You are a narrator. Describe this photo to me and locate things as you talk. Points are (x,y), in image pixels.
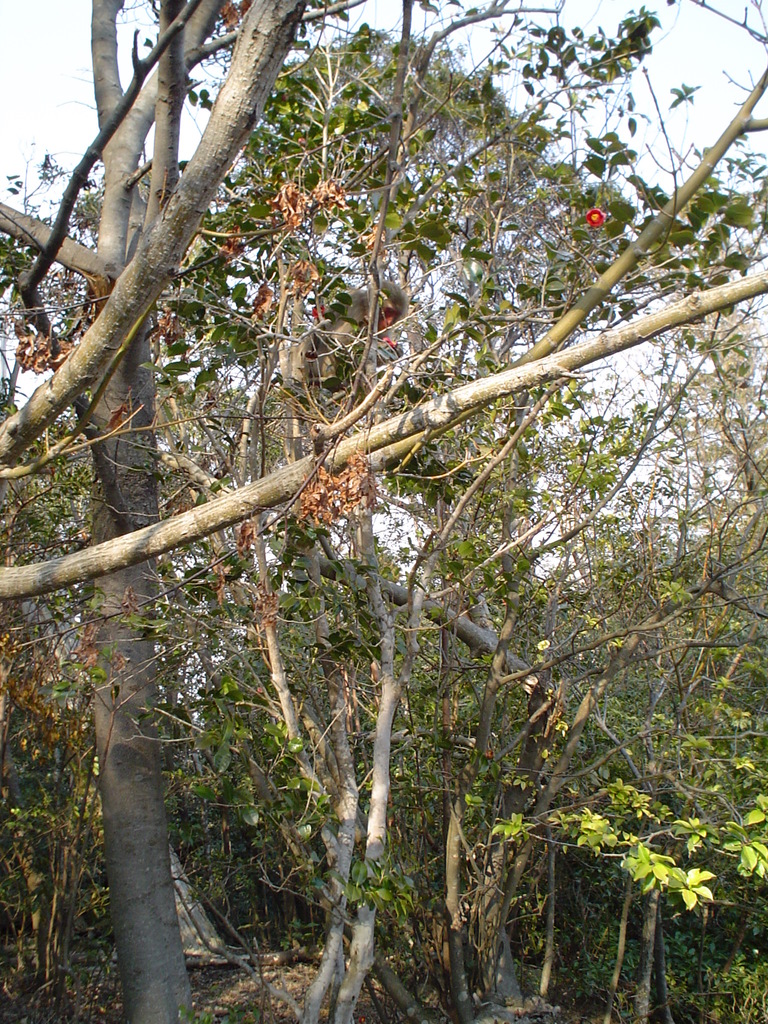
In the image there are many trees (312,517) with branches (369,551) and stems (261,404). And in the background (469,372) there is a sky (656,62).
